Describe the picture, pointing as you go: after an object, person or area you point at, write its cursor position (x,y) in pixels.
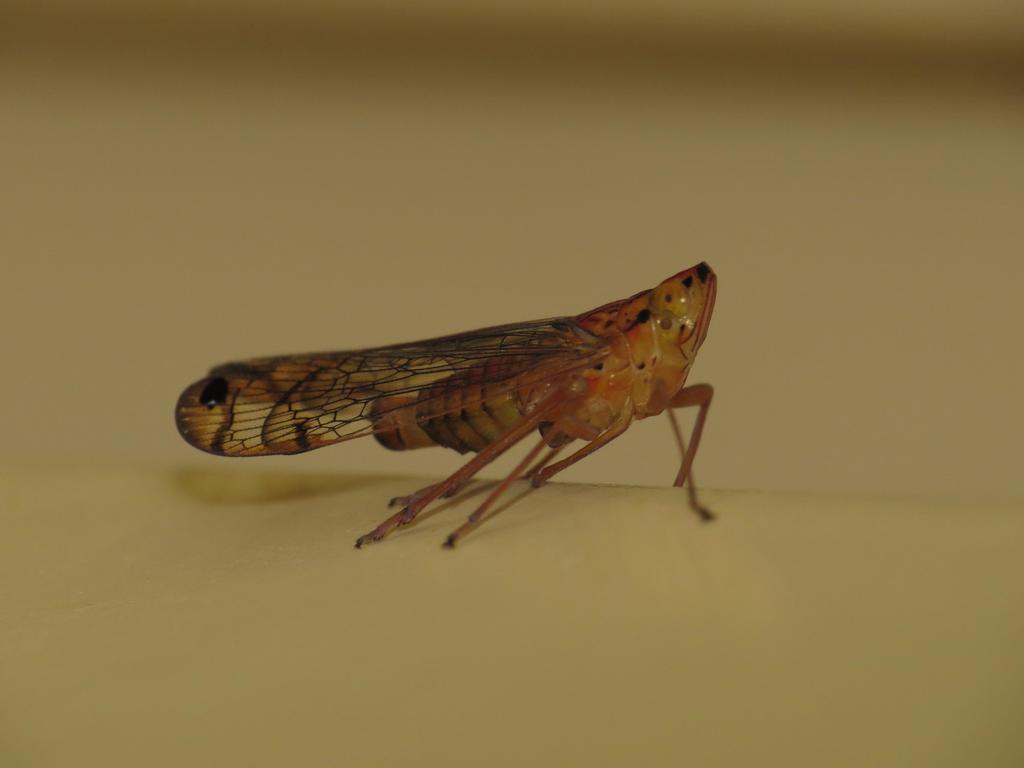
In the center of the image (599,358) we can see fly (451,445).
